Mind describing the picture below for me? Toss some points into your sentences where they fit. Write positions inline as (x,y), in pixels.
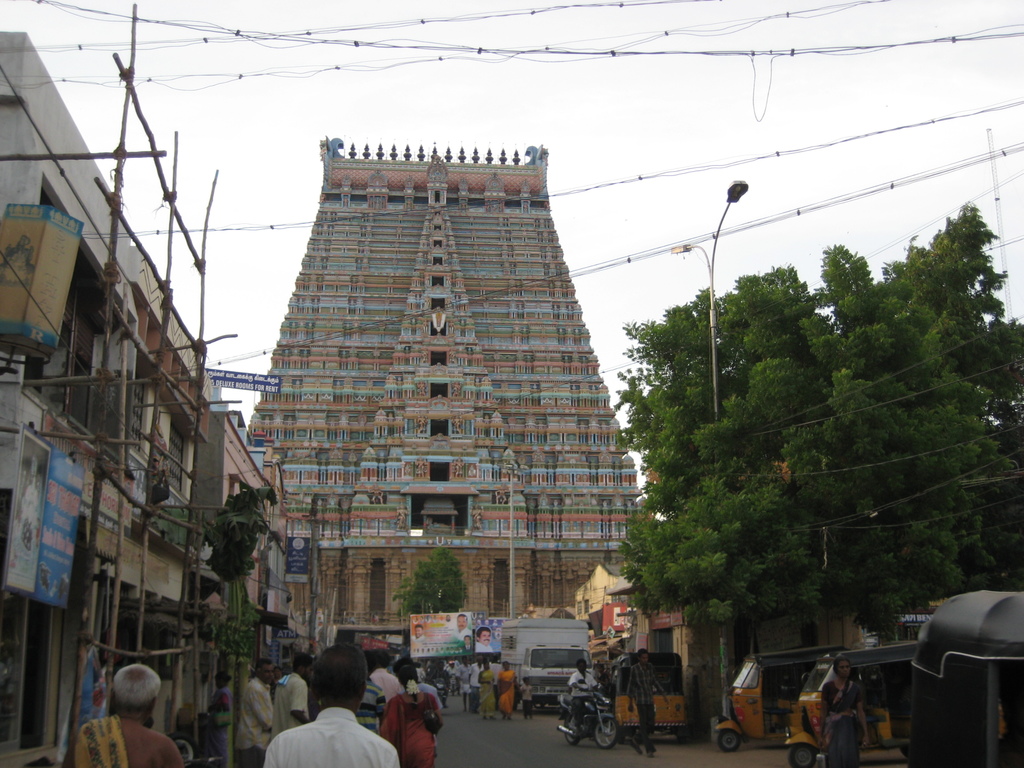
In the picture I can see buildings (527,540), trees (626,572) and vehicles (769,722) on the road (706,767). I can also see people (349,684) walking on the ground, wires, street lights (715,353) and some other objects (50,502). In the background (596,216) I can see the sky (606,224).
